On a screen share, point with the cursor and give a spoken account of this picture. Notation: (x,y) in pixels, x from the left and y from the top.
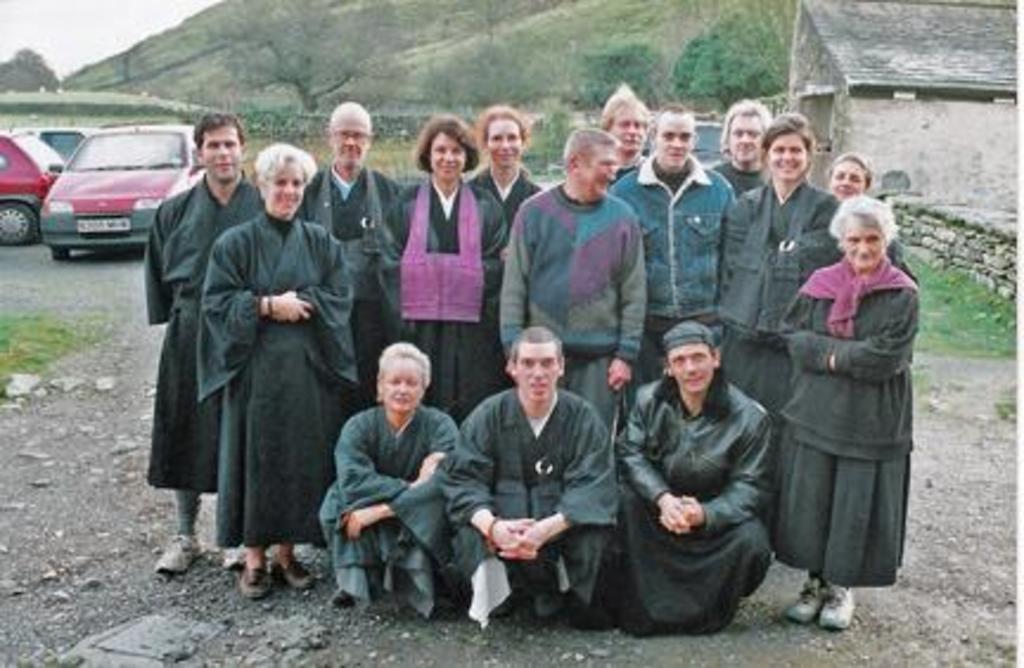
In this image we can see the people (478,278) standing and smiling. In the background (403,97) we can see the hill (501,76). Image also consists of trees (692,71), houses (956,115) and also vehicles (69,183).
